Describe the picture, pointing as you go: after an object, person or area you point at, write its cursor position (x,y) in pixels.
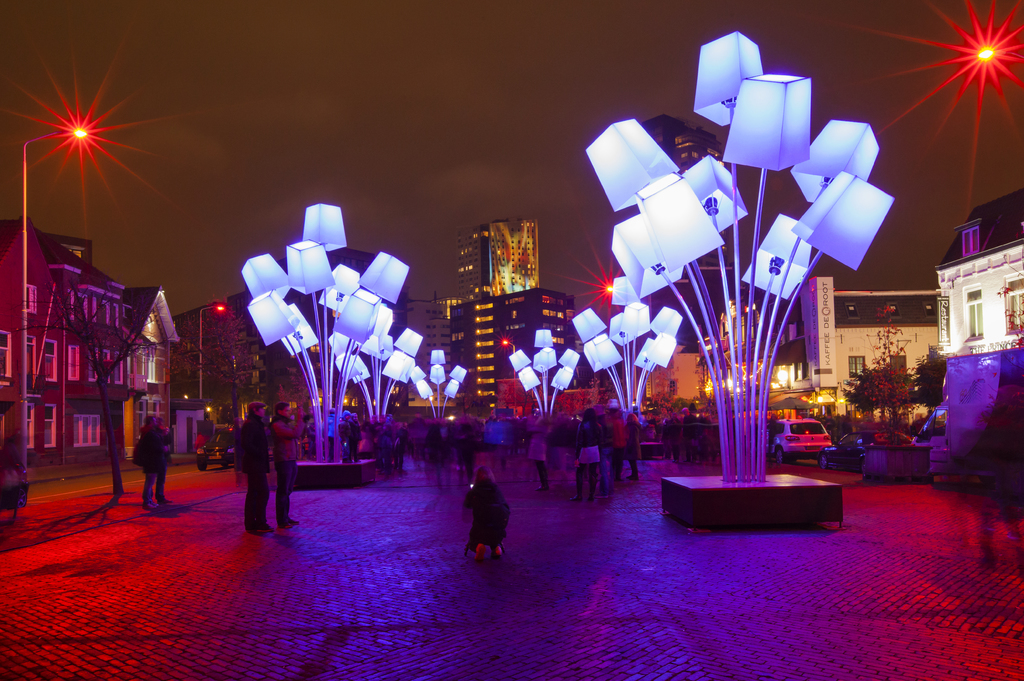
In this image we can see many buildings (1006,335). There are few trees (215,362) in the image. There are few vehicles (957,419) in the image. There are many people (505,457) in the image. There are few lamps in the image. There are few street lights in the image. There is some text (828,341) on the advertising banner (817,349) at the right side of the image (824,363).
